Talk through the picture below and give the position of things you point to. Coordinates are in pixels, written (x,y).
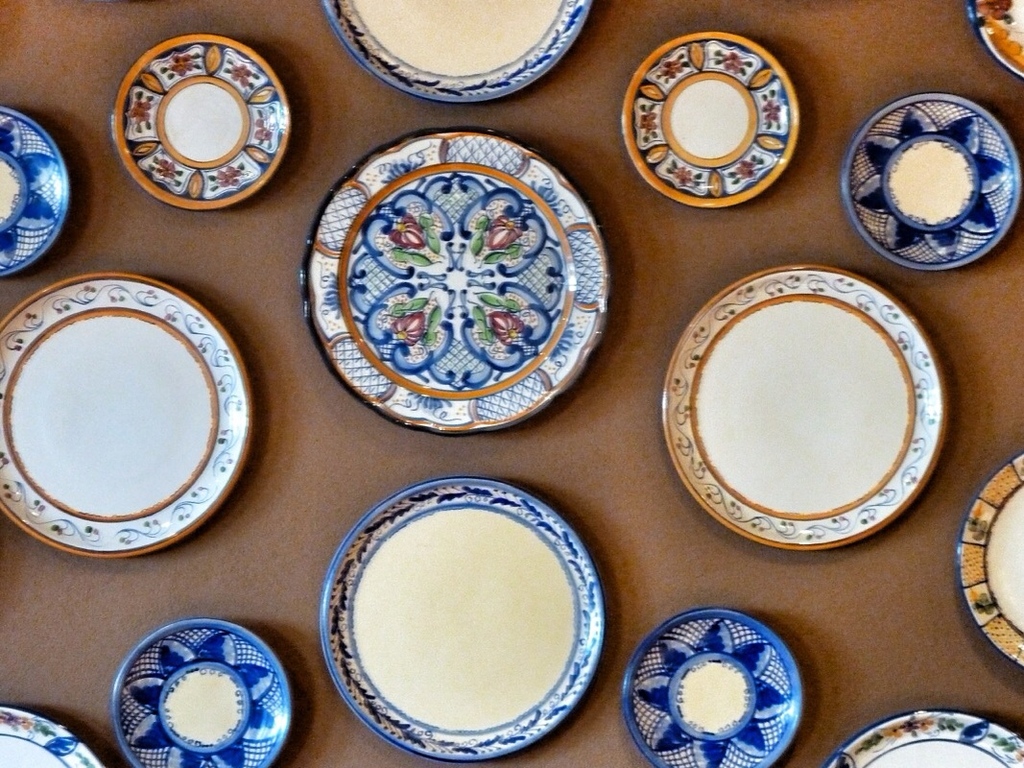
In the foreground of this image (750,514), there are many platters (810,464) on brown surface (621,431).
